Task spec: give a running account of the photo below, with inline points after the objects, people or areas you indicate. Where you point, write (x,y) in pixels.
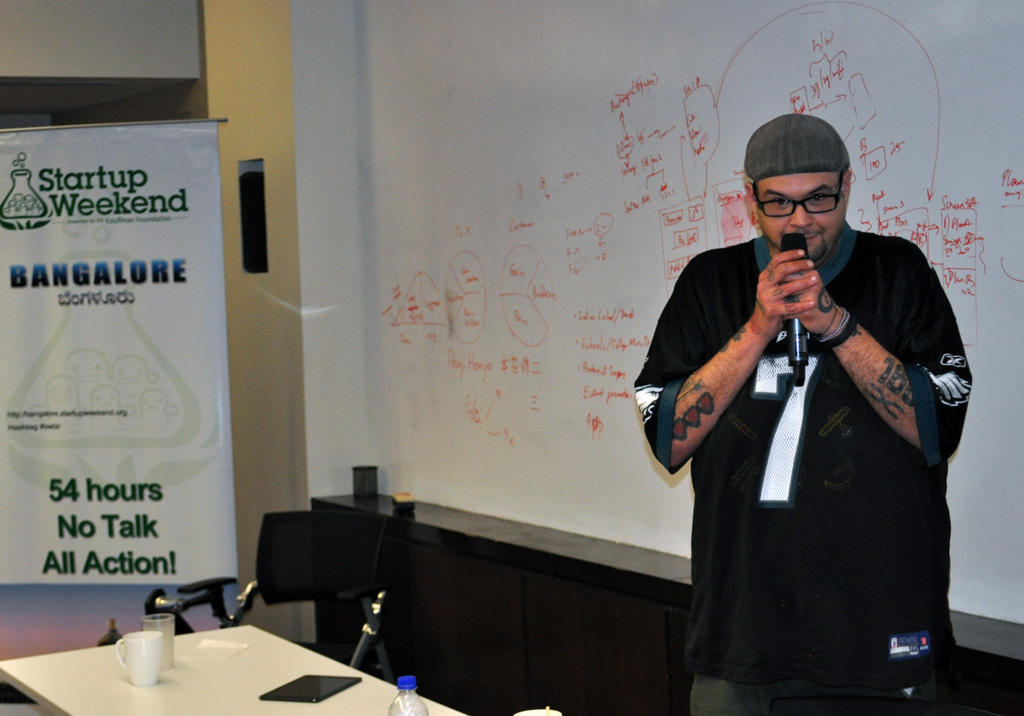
Here is a person (761,529) holding a mike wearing a glasses (823,199), in front of him there is a table (181,698) in which a cup (147,675), a glass (167,637) and a tab (285,691) is present on it and a chair (321,599) is there. Behind him a white wall (536,292) is present where some text (596,399) is written. Beside him one hoarding (85,407) is there.
